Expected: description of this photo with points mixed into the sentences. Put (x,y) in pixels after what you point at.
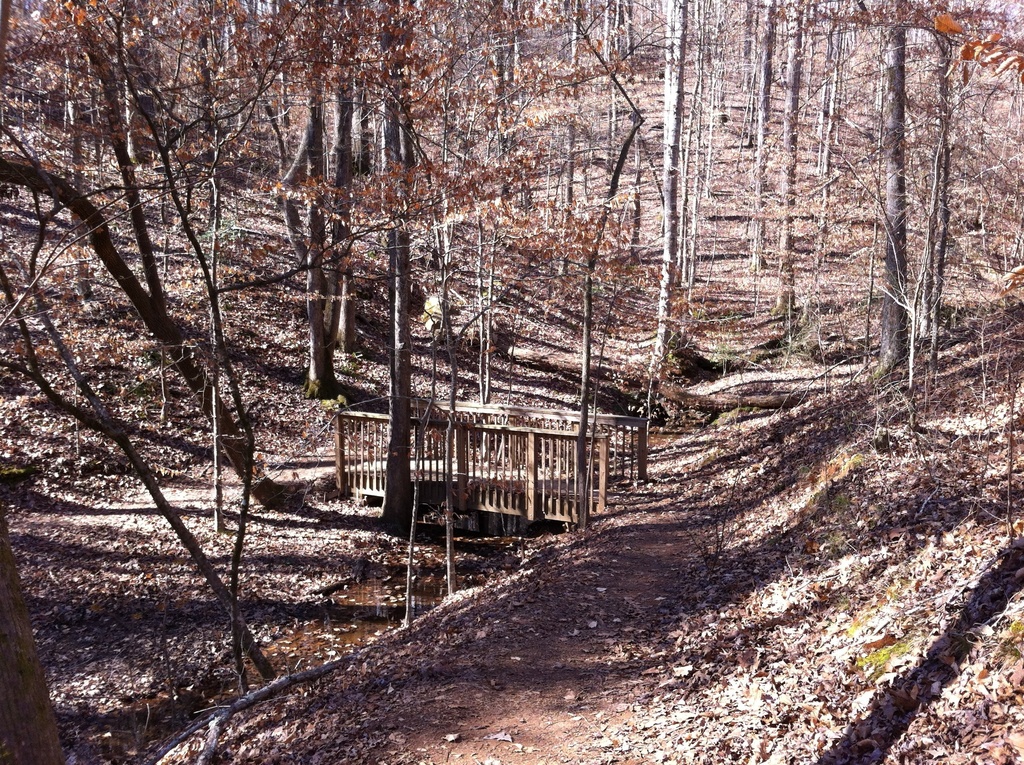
In this image we can see trees (530,208). There is a wooden bridge (469,474). There are dried leaves (741,703) at the bottom of the image (748,745).
